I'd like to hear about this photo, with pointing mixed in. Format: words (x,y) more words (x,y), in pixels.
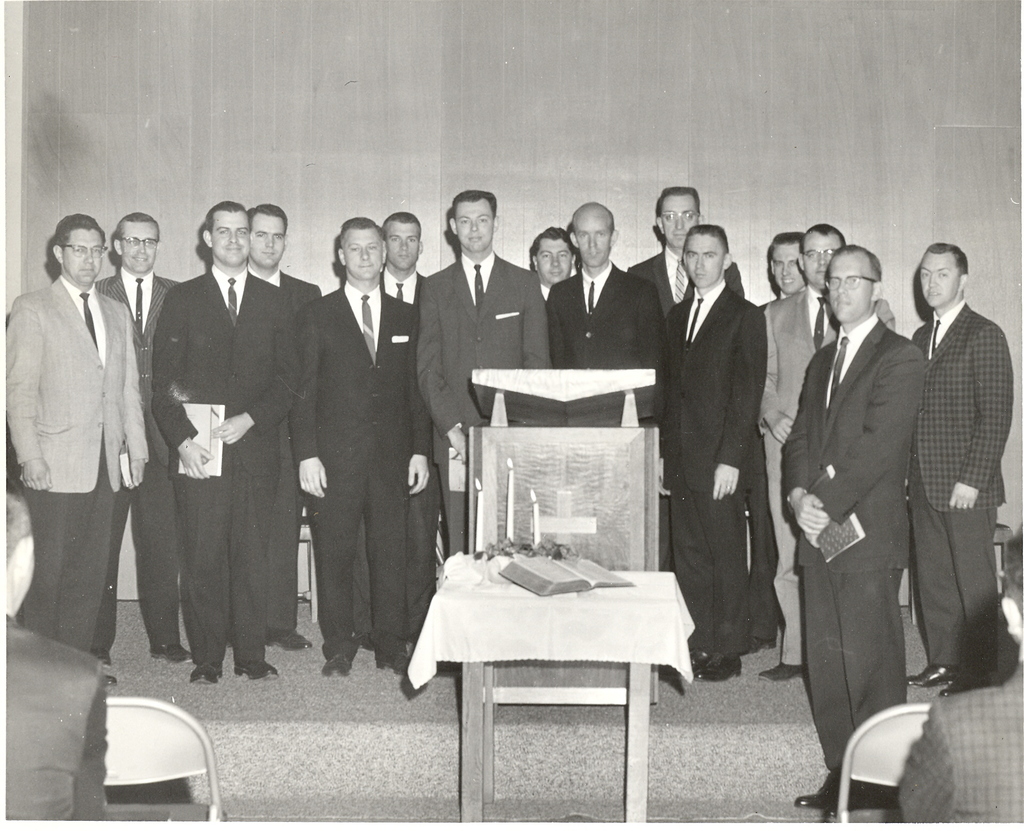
In this picture i can see a group of people (488,286) standing on the floor (259,704). In the middle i can see a table (550,615), in the table (561,608) i can see a table cloth (505,588) kept on the table (488,602) and there is a book (528,561) kept on the table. On the right (890,747) another chair (906,743) is kept, on the left (146,769) i can see another. In the background (286,132) i can see a wall (192,100).
